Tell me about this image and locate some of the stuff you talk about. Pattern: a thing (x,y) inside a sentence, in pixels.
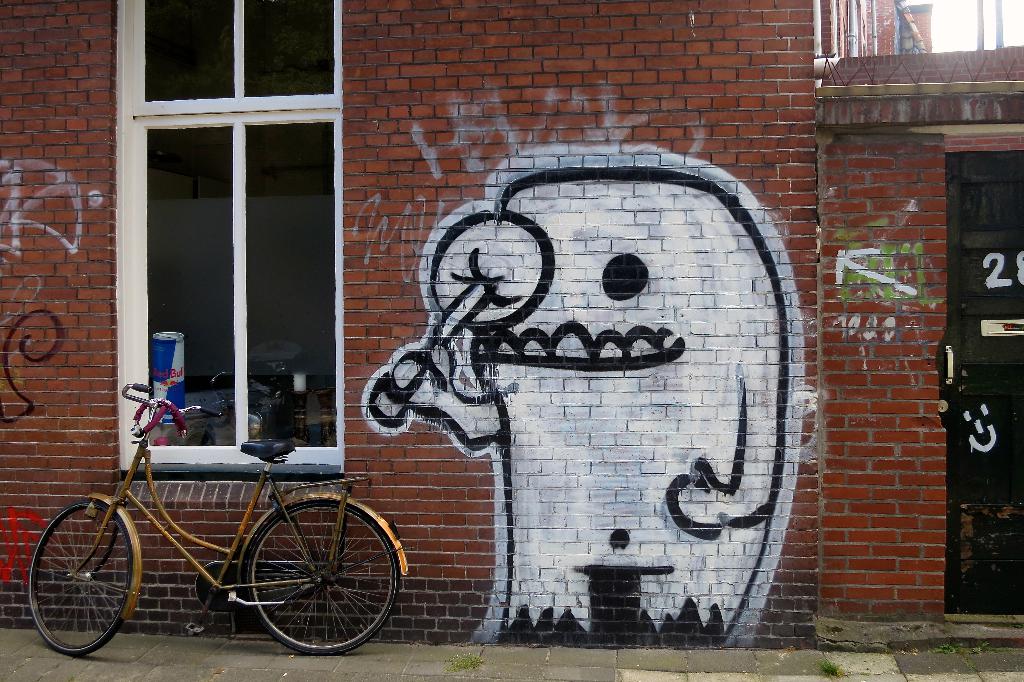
In the picture I can see the brick wall (352,55) and glass windows (191,194). I can see a bicycle (129,605) on the bottom left side (309,573). I can see the painting (526,287) on the brick wall (526,287). I can see the wooden door (971,353) on the right side (977,330).
